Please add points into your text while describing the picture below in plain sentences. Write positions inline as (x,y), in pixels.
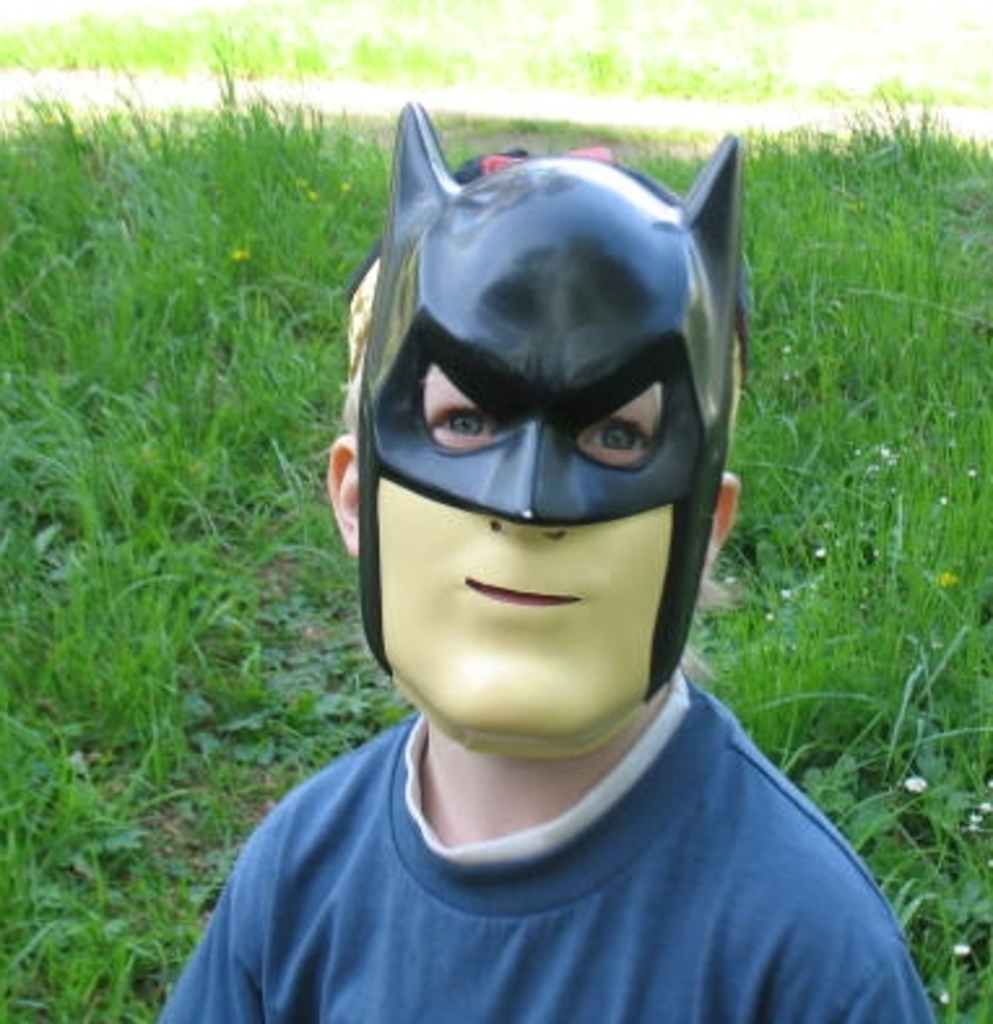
In this image we can see a person (528,749) wearing a mask (542,661) and there are some plants (142,459) on the ground (135,438).
